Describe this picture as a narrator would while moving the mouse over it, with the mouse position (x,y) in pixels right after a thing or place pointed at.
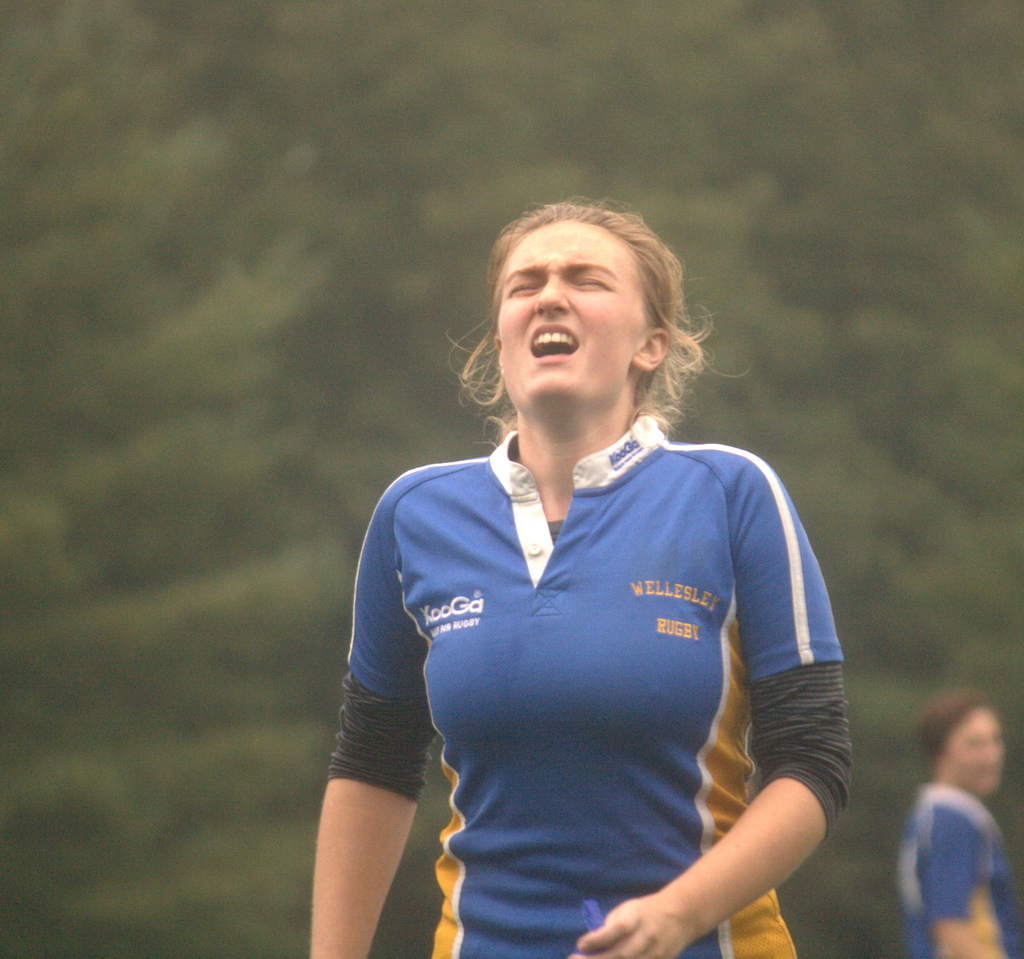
In this image we can see a woman (588,580) wearing a rugby t shirt (666,645). The background (864,243) is unclear and we can also see another person (948,921).
